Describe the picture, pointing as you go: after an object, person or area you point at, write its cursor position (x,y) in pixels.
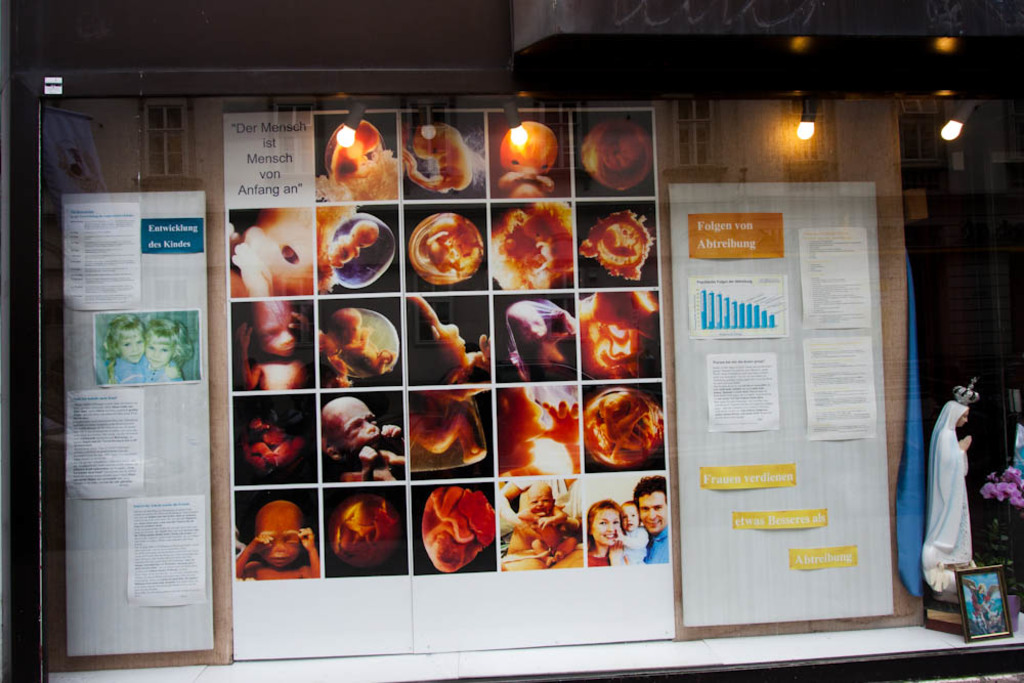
In this image I can see few pamphlets (739,371) attached to the board (723,309). Top I can see lights (363,102). I can see a statue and few objects (978,602) on the table (925,637).
